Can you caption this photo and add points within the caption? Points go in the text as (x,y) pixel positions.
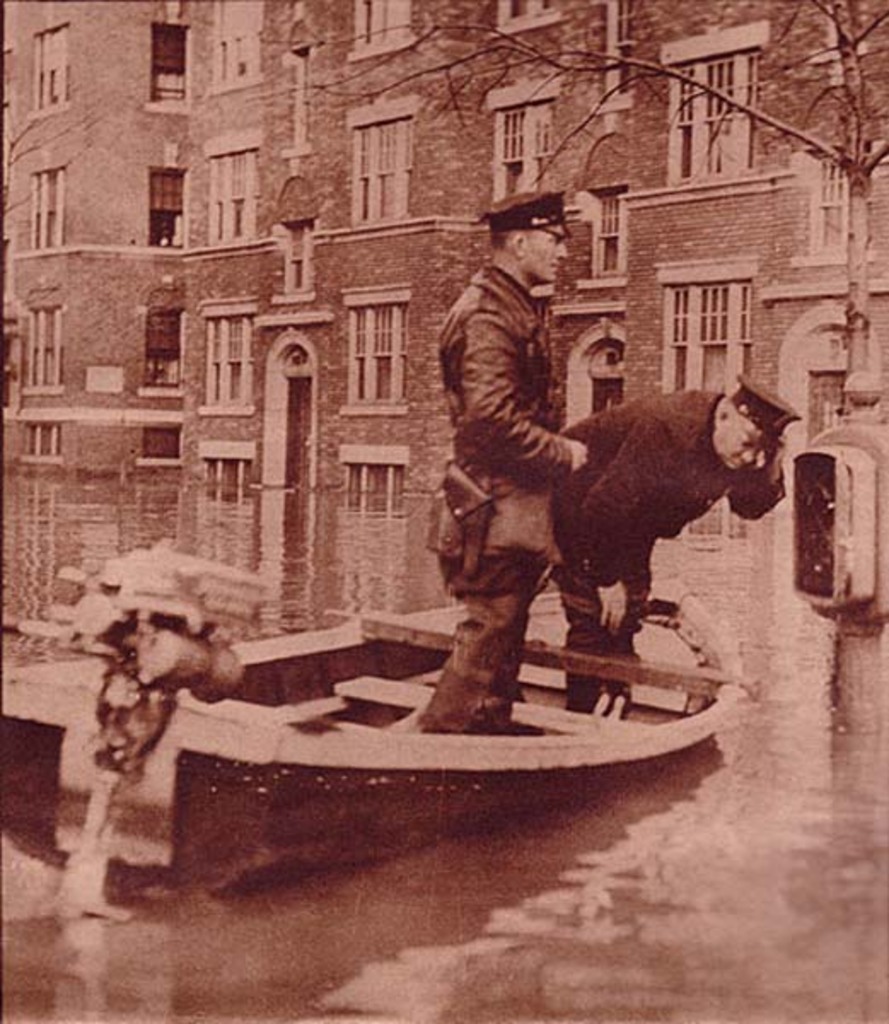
In the foreground of the picture (339,586) there is a water body (88,523), in the water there is a boat (326,675), in the boat (274,750) we can see two persons (493,422). In the background (376,15) there are buildings (369,127) and a tree (863,326).
